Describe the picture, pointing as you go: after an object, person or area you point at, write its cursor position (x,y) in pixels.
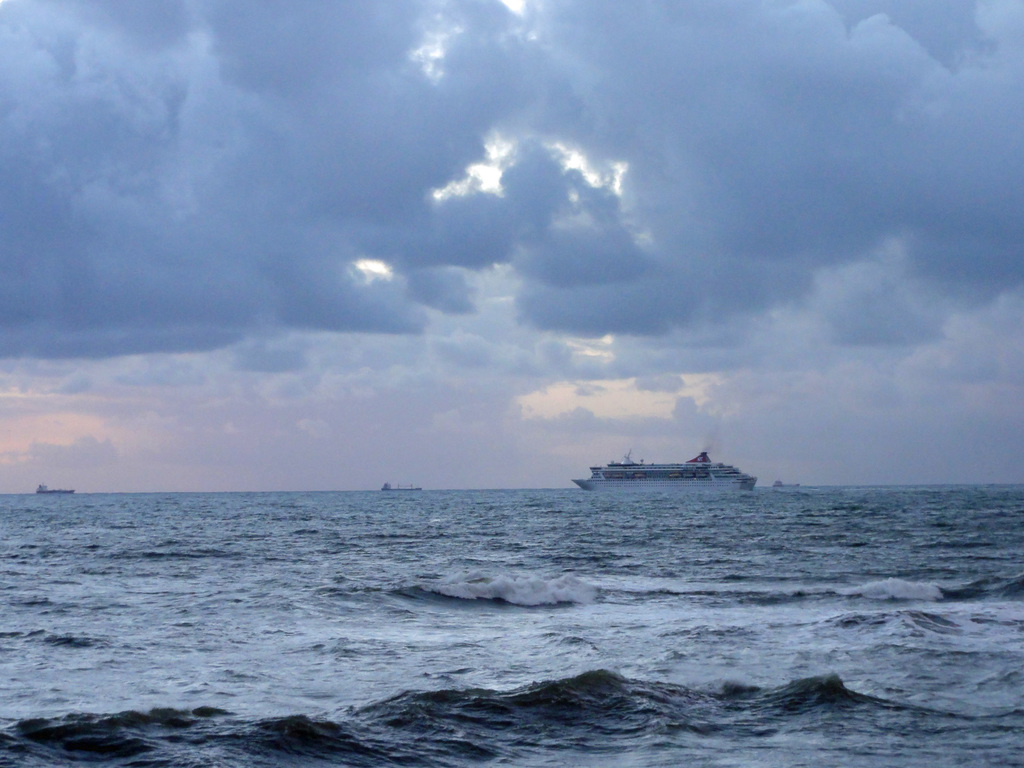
In this image, we can see a ship (655,468) floating on the water (498,554). There are clouds (441,312) in the sky (247,225).
